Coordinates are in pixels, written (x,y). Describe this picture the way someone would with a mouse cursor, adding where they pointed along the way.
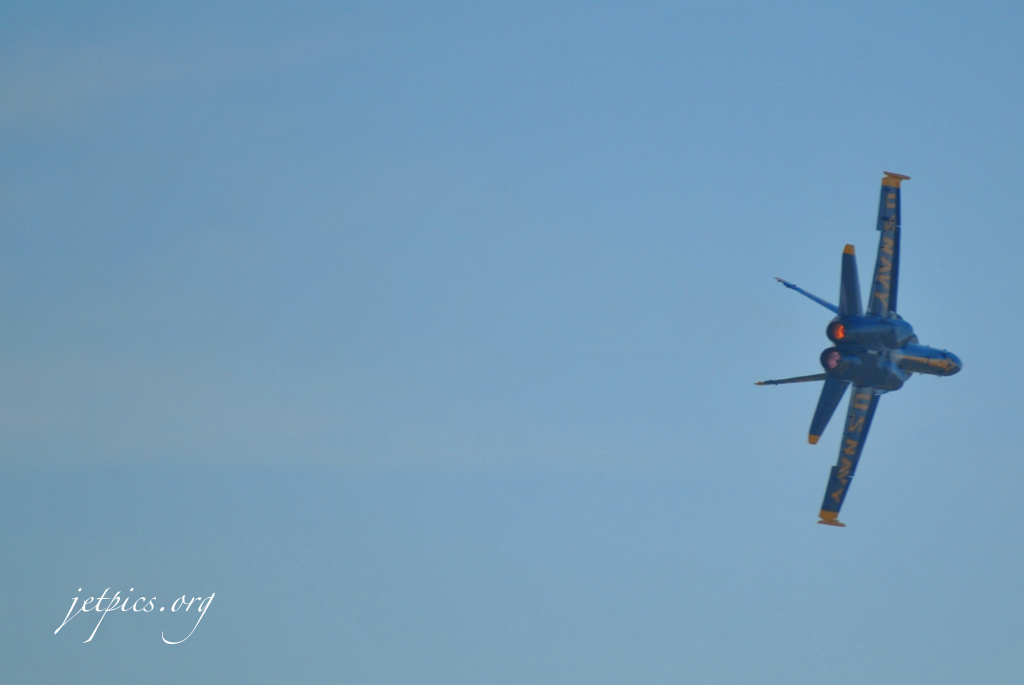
In this picture I can see a fighter jet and I can see text (102,601) at the bottom left corner of the picture (176,587) and I can see a blue cloudy sky (442,295).
